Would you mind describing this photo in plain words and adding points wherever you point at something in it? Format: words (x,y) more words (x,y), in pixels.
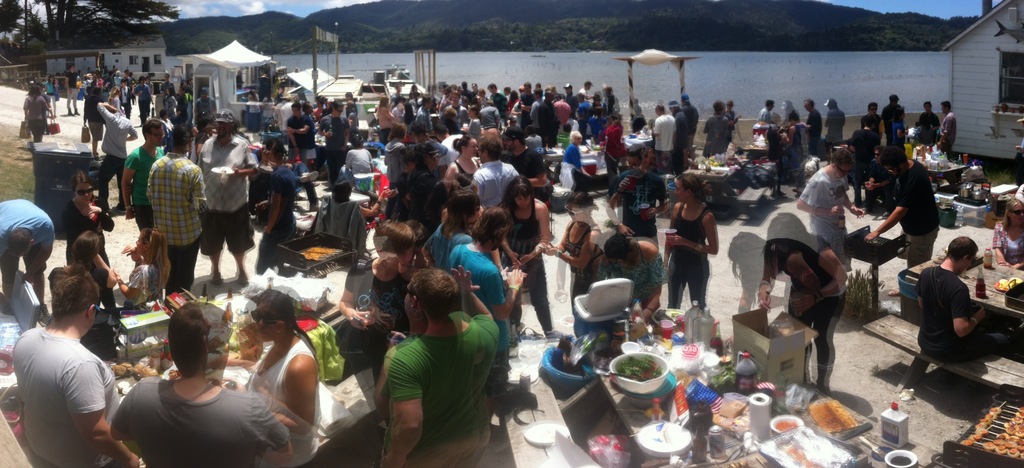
The picture is clicked on a sea beach (802,214). On the beach (231,266) there are many people (347,156). On the table (623,390) there are many food items (680,363), tissues (754,406), bowls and few other things (573,357). Here there are buildings (127,56). In the background (564,27) there are trees (577,36), hills (551,20). The sky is cloudy.
